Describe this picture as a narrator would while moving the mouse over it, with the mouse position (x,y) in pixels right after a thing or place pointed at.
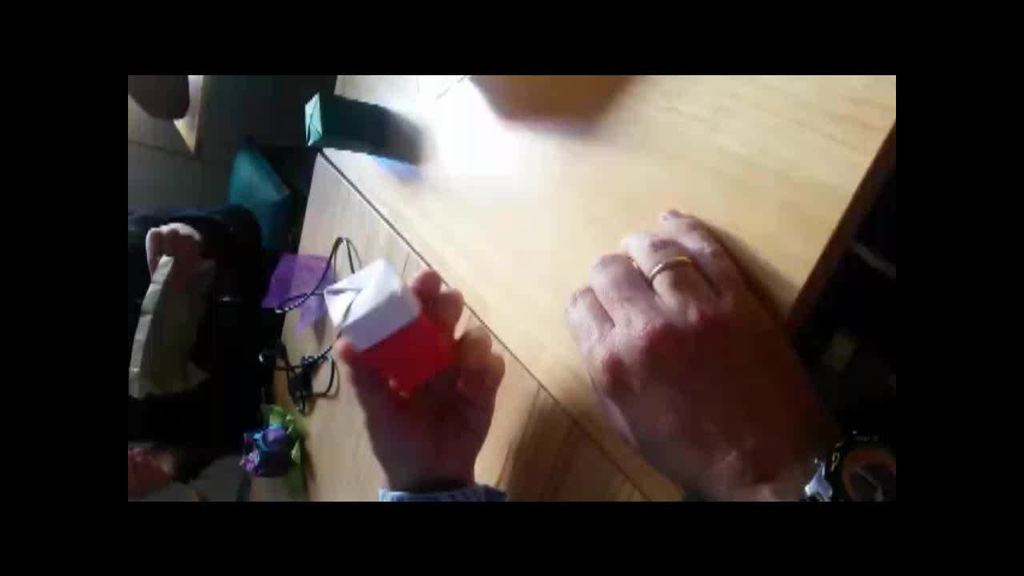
In this rotated image there is a wooden table (496,179). On the table (454,204) there are boxes (323,128) and wires (293,375). At the bottom (441,419) there are hands (467,426) of persons (456,418). To the left (210,401) there is a person (245,285) sitting on a stool (256,214). Behind the person (198,289) there is a wall (153,156).
